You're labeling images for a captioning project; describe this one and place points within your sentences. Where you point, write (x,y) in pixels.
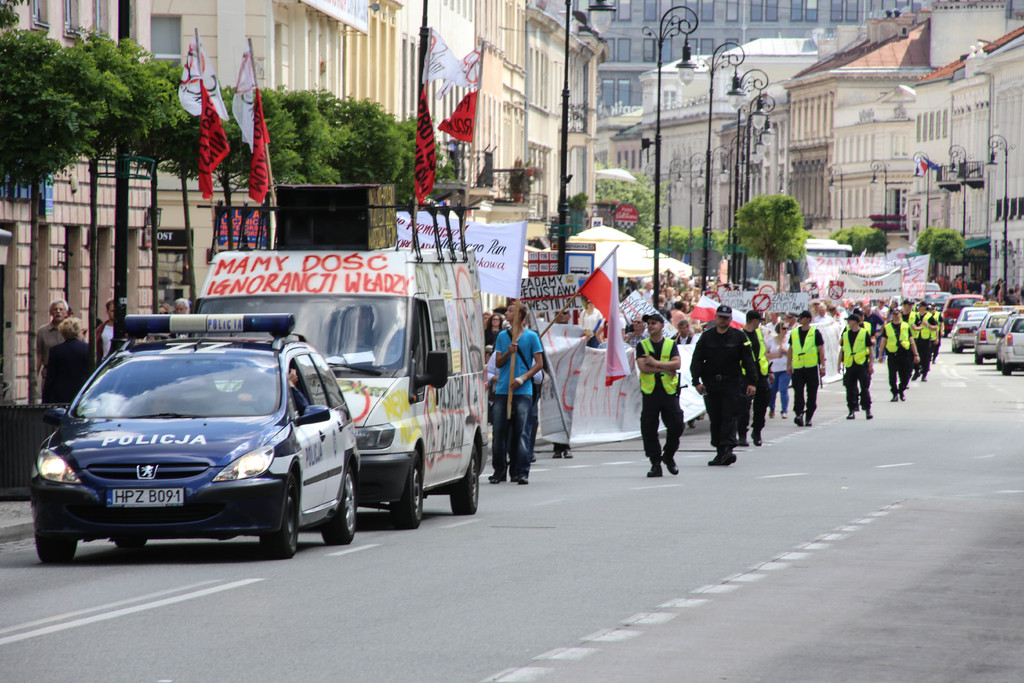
In this picture we can see a few vehicles (975,309) on the road (444,613). There are a few people (516,379) holding flags (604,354) and some people (543,368) are holding posters (871,271). We can see the flags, street lights (965,189), trees (372,115) and buildings (576,18) in the background (643,102).
